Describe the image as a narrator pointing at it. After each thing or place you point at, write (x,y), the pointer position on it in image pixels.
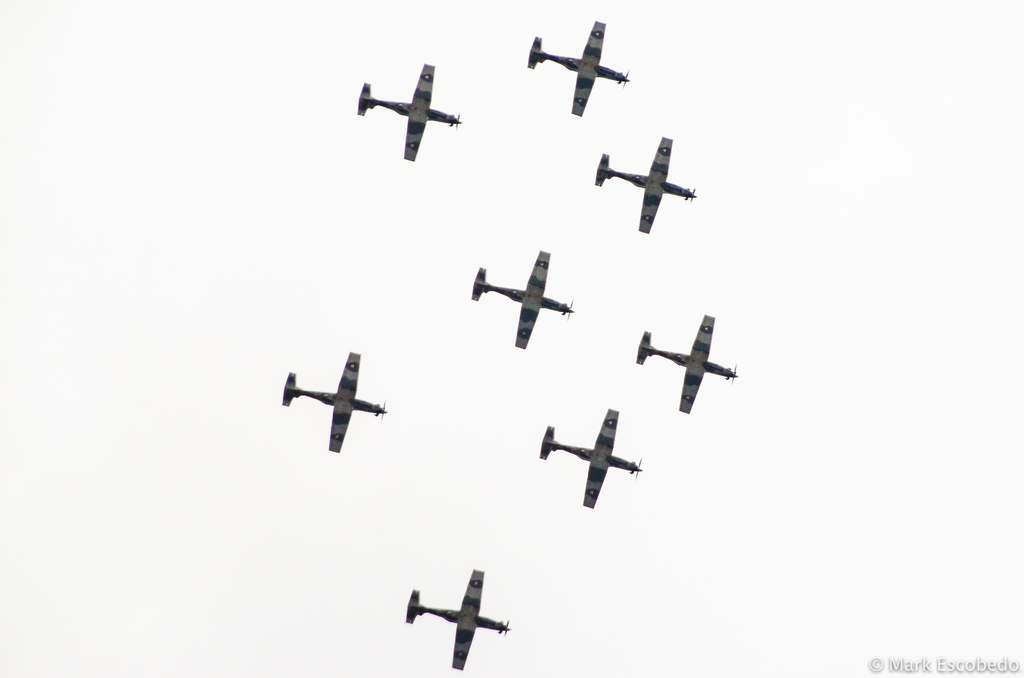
In this picture I can see few aeroplanes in the sky (851,352) and a watermark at the bottom right corner (982,659).
